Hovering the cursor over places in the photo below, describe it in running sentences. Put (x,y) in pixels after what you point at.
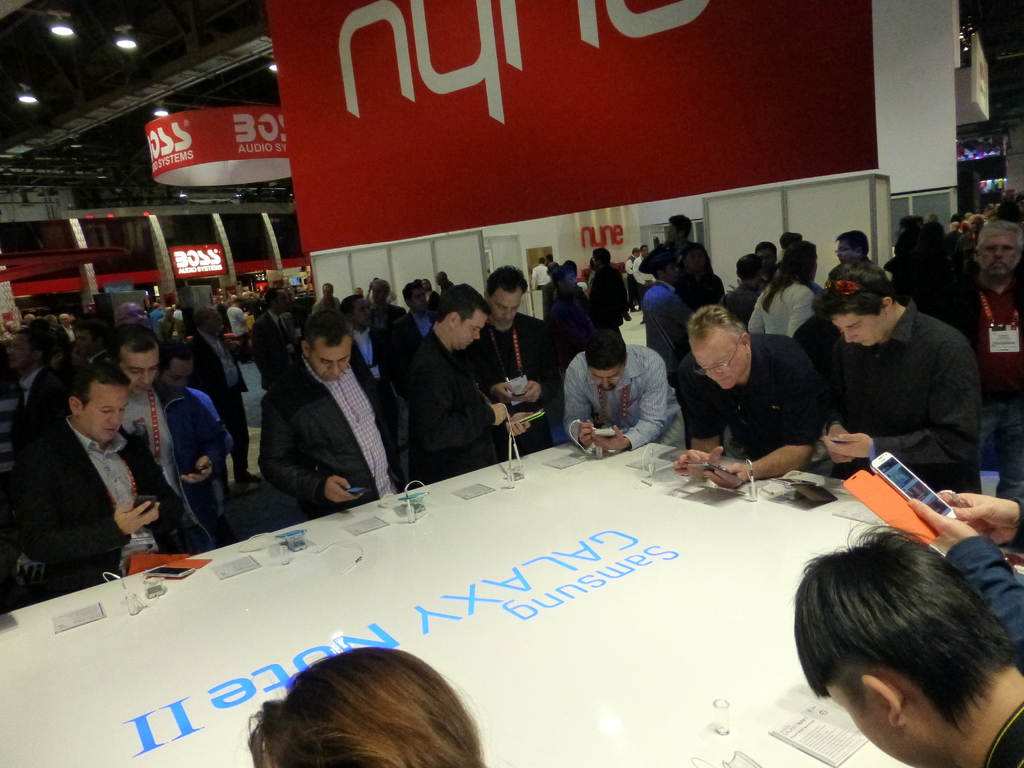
In this picture we can see some people (779,403) standing and holding mobile phones (889,519), there is a hoarding (196,267) here, we can see a board (193,248) here, there are some lights (124,44) at the top of the picture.
